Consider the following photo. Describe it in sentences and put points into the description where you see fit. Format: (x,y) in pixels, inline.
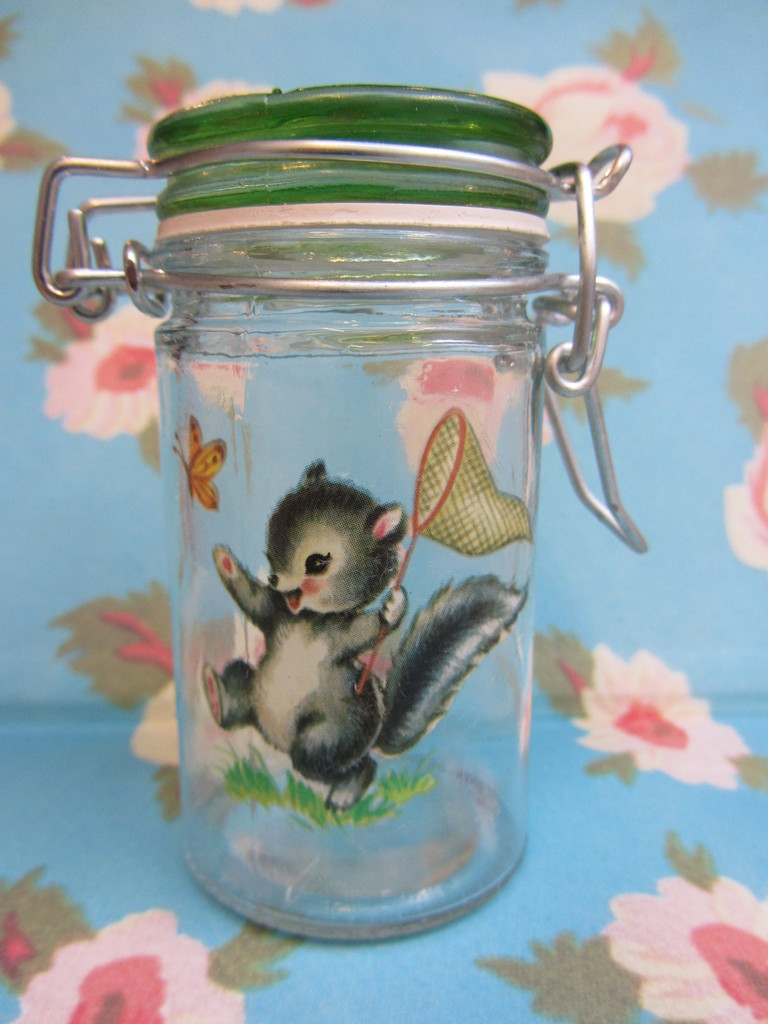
This is the picture of a jar (368,458) to which there is a lid (324,189) in green color and it is on the mat (111,942) which is blue color.
